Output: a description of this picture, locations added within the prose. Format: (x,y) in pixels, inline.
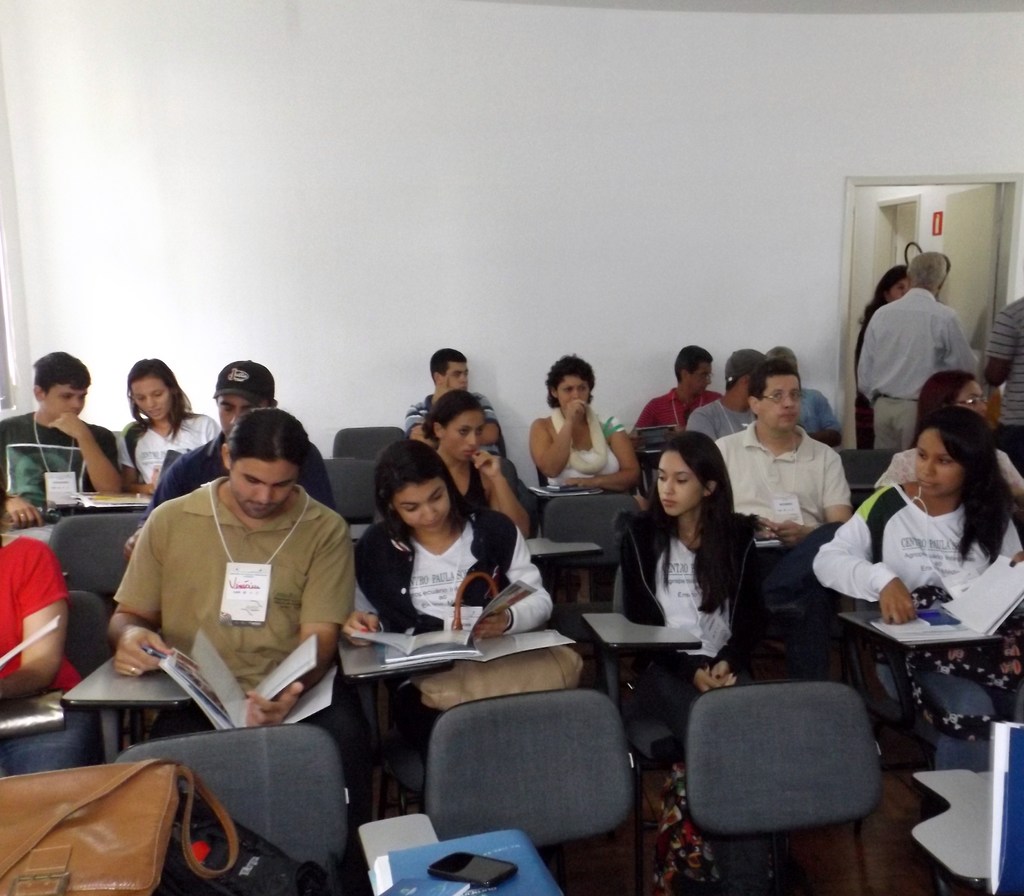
In this image I can see a group of people (588,458) are sitting on the chairs (313,778) and are holding books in their hand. In the background (275,224) I can see a wall (490,242), door (971,193) and three persons (871,332) are standing. This image is taken, may be in a hall (561,430).
